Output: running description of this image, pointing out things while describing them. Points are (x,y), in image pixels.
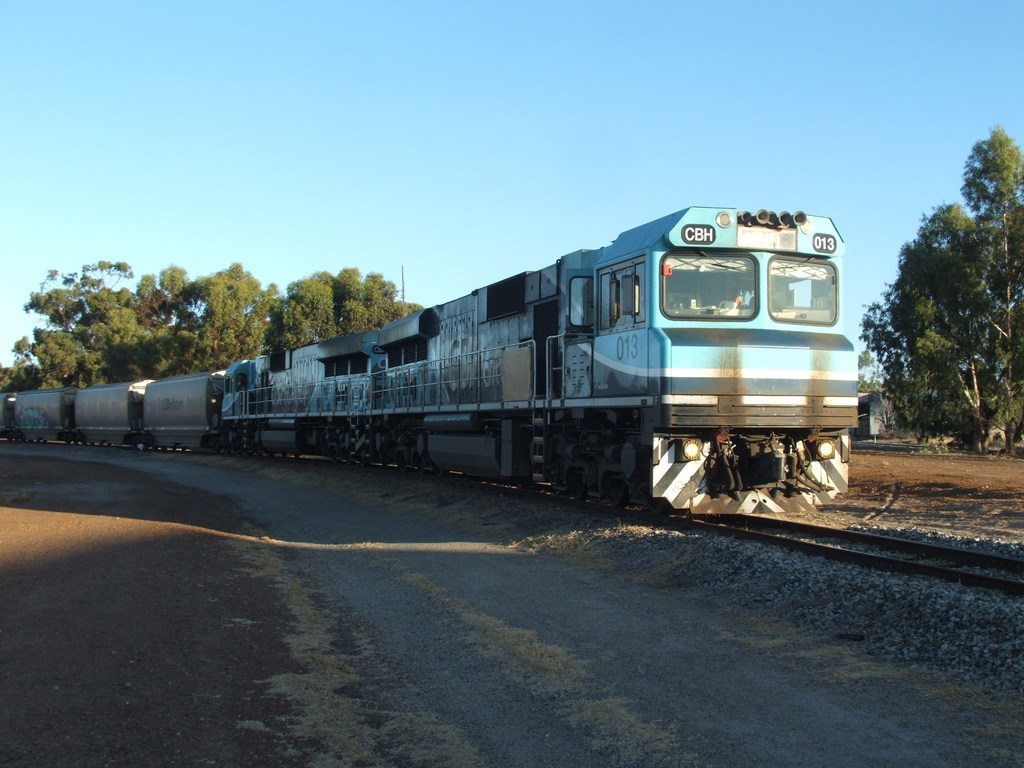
In the center of the image (535,369) there is a train (786,454) on the railway track (962,562). On the left side of the image (135,659) there is a road (288,643). In the background of the image (891,334) there are trees (310,322) and sky (616,83).
